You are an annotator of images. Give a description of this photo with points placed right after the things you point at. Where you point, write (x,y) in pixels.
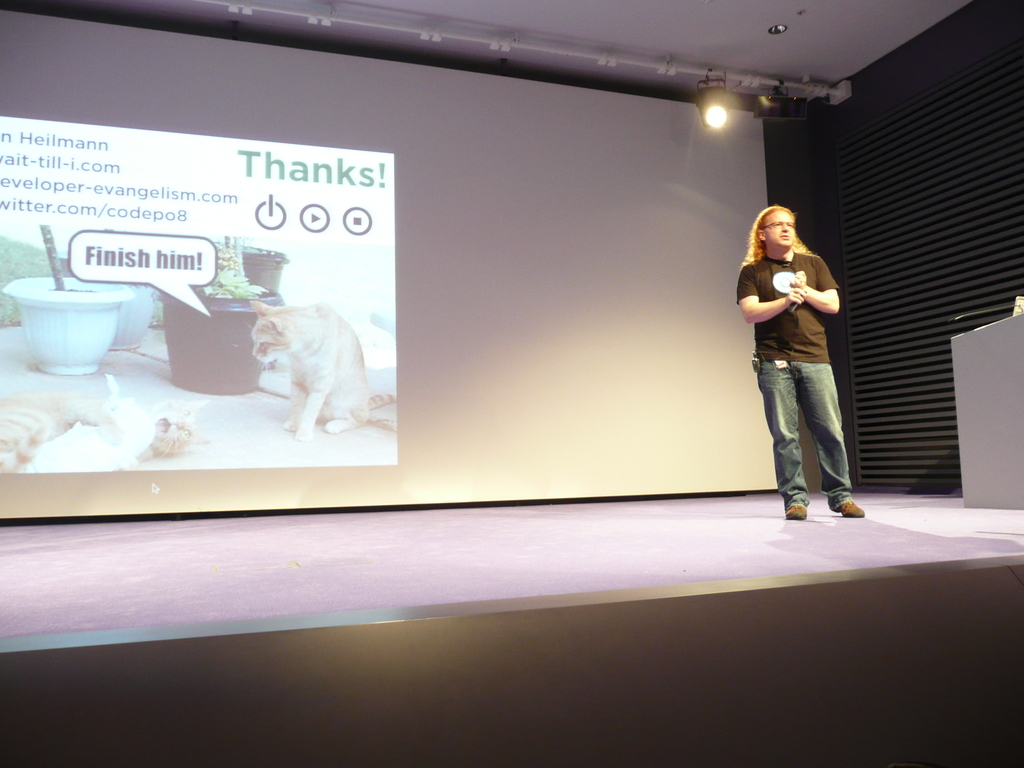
In this picture we can see a person (812,349) is standing on the right side (763,337), in the background (464,310) there is a screen (420,259), we can see a picture (287,380) on the screen (280,396), in this picture we can see cats (69,409), plants (182,341) and some text (259,177), on the right side (1003,446) there is a podium (983,386), we can see a light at the top of the picture (712,104).
